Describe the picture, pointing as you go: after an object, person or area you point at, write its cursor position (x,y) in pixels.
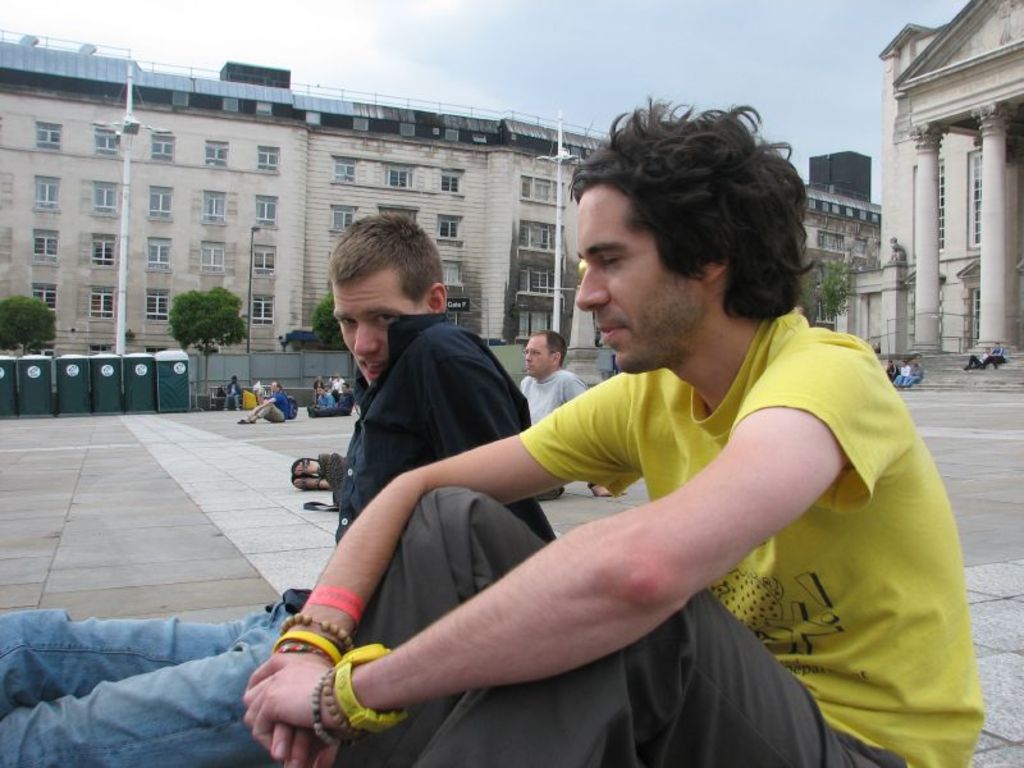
In this picture there are people (404,405) and we can see ground (279,474), pillars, bins (97,394), buildings (221,181), trees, lights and poles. In the background of the image (674,47) we can see the sky (735,52).
